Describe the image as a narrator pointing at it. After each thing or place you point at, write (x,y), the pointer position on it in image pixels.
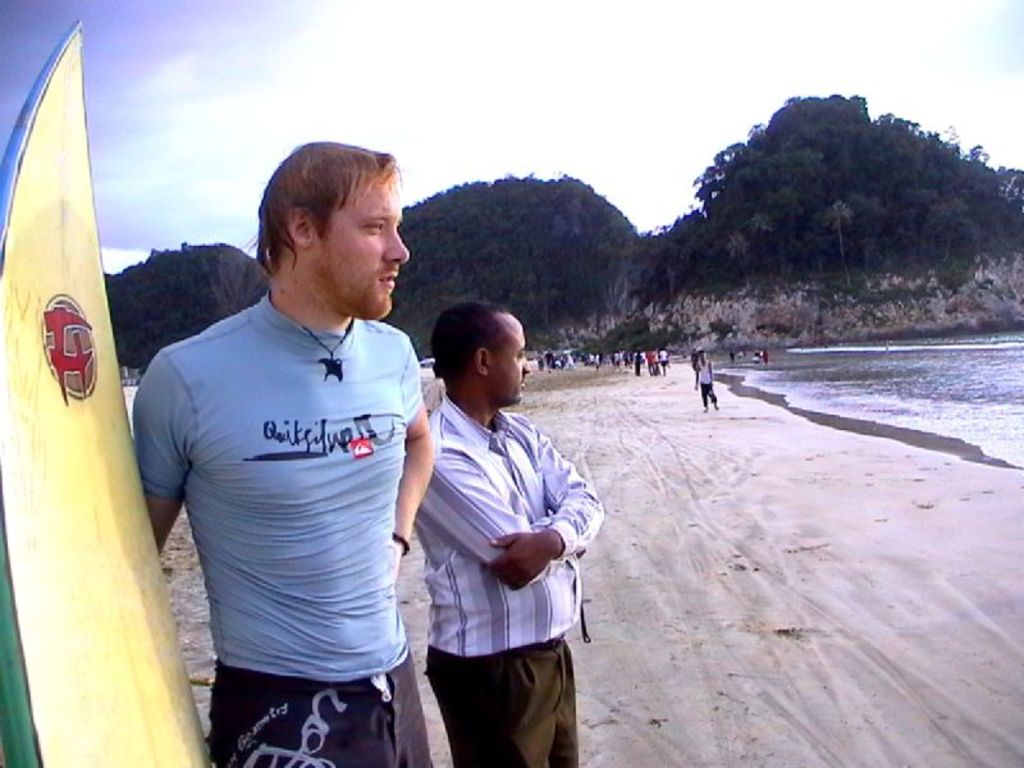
In this image I see a man (425,745) who is near the surfboard (105,557) and there is a man (476,661) near to him. In the background (706,597) I see the sand (554,435), mountains (571,253), water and the sky (404,72).
